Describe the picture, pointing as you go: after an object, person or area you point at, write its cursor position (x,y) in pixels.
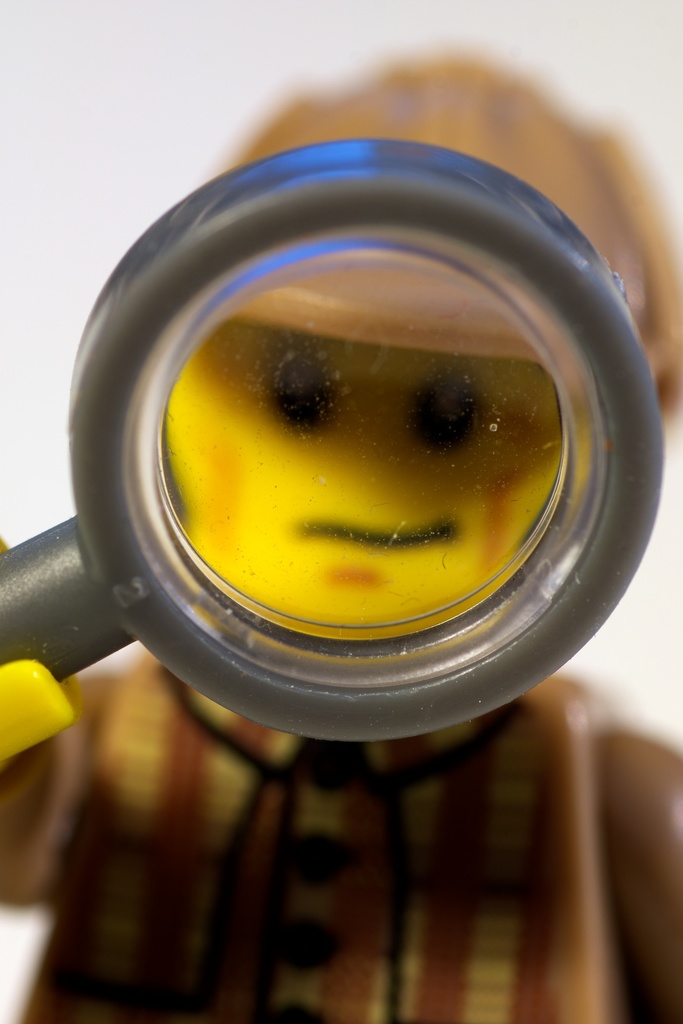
In this image we can see a doll (424,884) holding a magnifying glass (232,624) in its hand (21,677).
